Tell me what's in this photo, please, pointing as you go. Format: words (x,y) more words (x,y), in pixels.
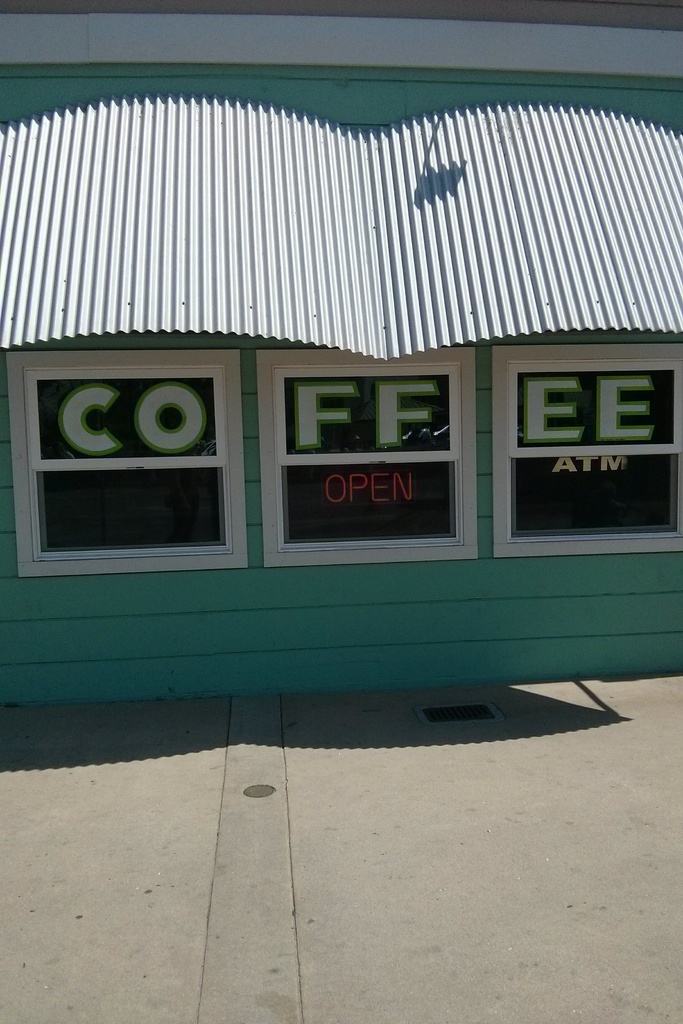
In the center of the image (347,410) there is a building (398,379), wall (398,87) and a roof sheet (414,231). And we can see some text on the building (385,157). In front of the building (369,481), there is a platform (321,943).
